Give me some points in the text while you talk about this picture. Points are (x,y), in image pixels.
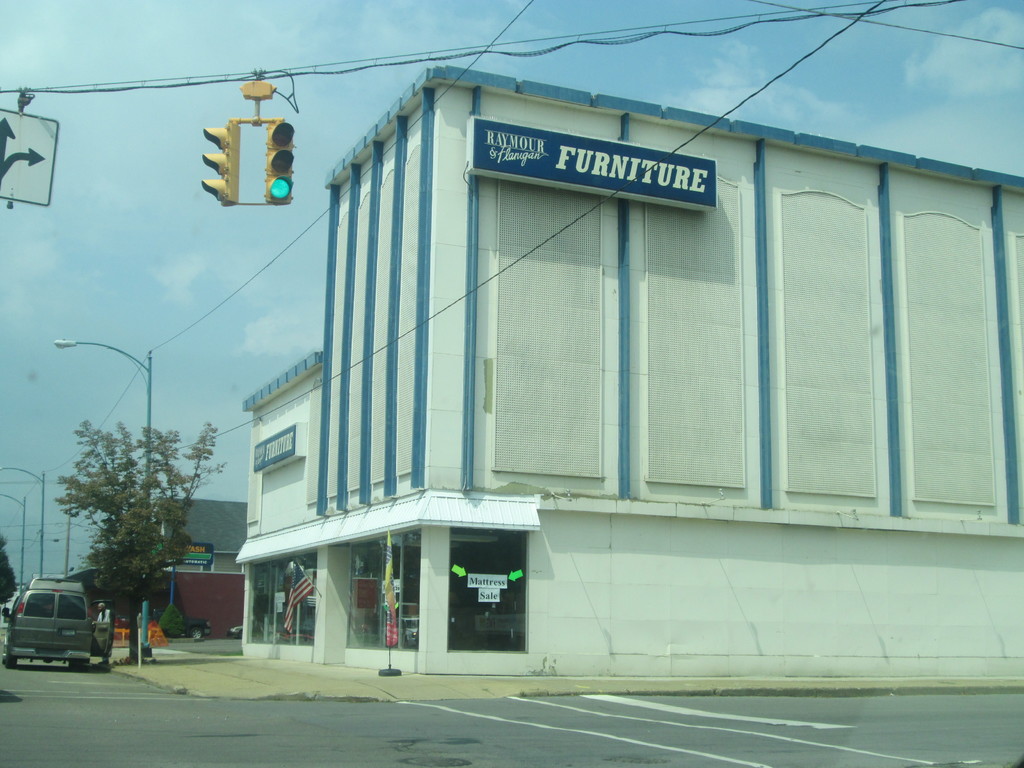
In the foreground (60,586) I can see a car (39,623) and a person (102,605) on the road (383,738). In the background (276,605) I can see a building (424,364), traffic signals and wires (364,358). On the top (213,67) I can see the sky (232,262). This image is taken during a day.
